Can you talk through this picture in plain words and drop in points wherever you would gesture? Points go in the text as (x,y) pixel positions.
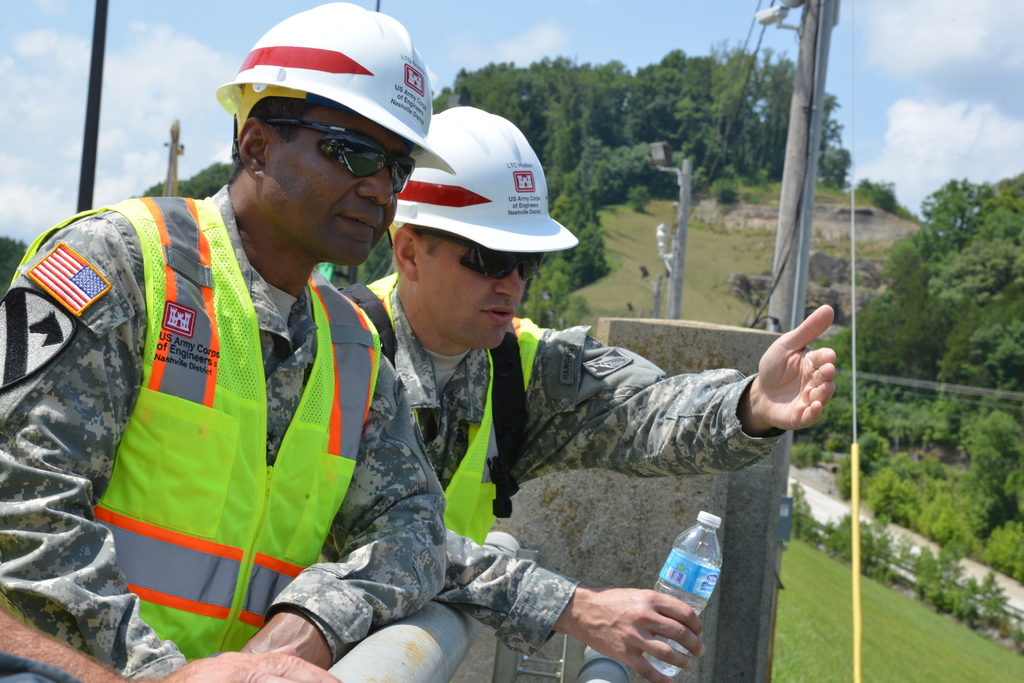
In this image there are two people (190,366) wearing goggles (475,268) and caps (359,90). There is a person (657,616) holding a bottle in his hand (665,603). There are poles (680,262) connected with the wires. Right side (969,499) there are plants (962,484) and trees (951,278). Background (601,167) there is a hill (829,286) having trees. Top of the image (912,135) there is sky (912,148) having clouds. Bottom of the image (405,643) there is a metal rod (439,649) attached to the wall (600,550).
